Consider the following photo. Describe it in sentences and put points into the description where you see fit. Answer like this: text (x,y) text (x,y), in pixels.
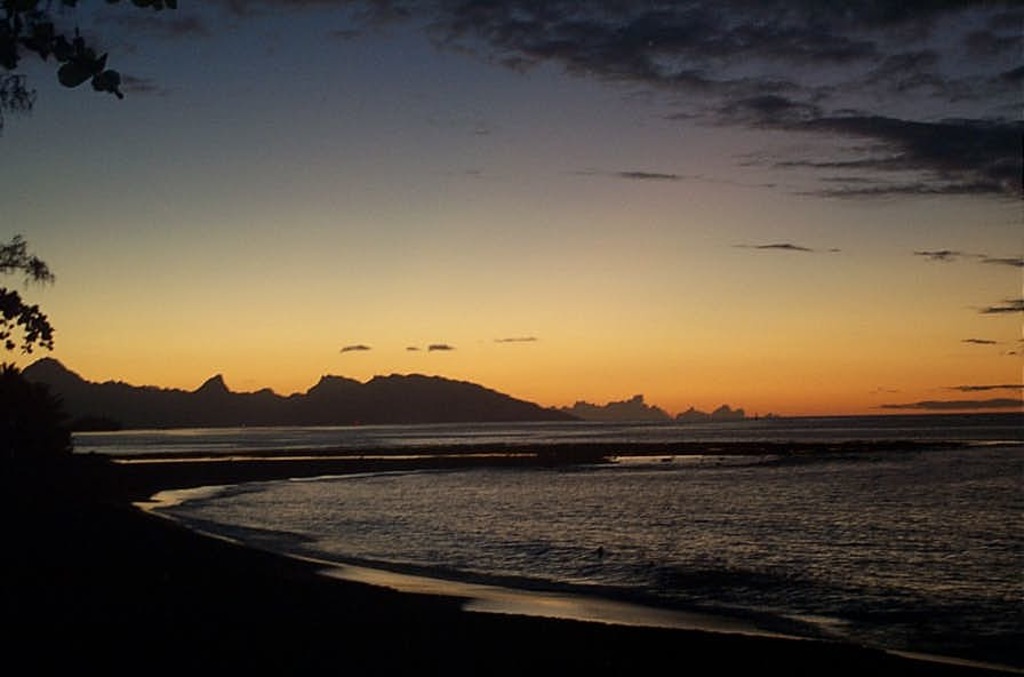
In this image I can see water (625,464), trees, mountains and the sky (484,314). This image is taken may be in the evening.
